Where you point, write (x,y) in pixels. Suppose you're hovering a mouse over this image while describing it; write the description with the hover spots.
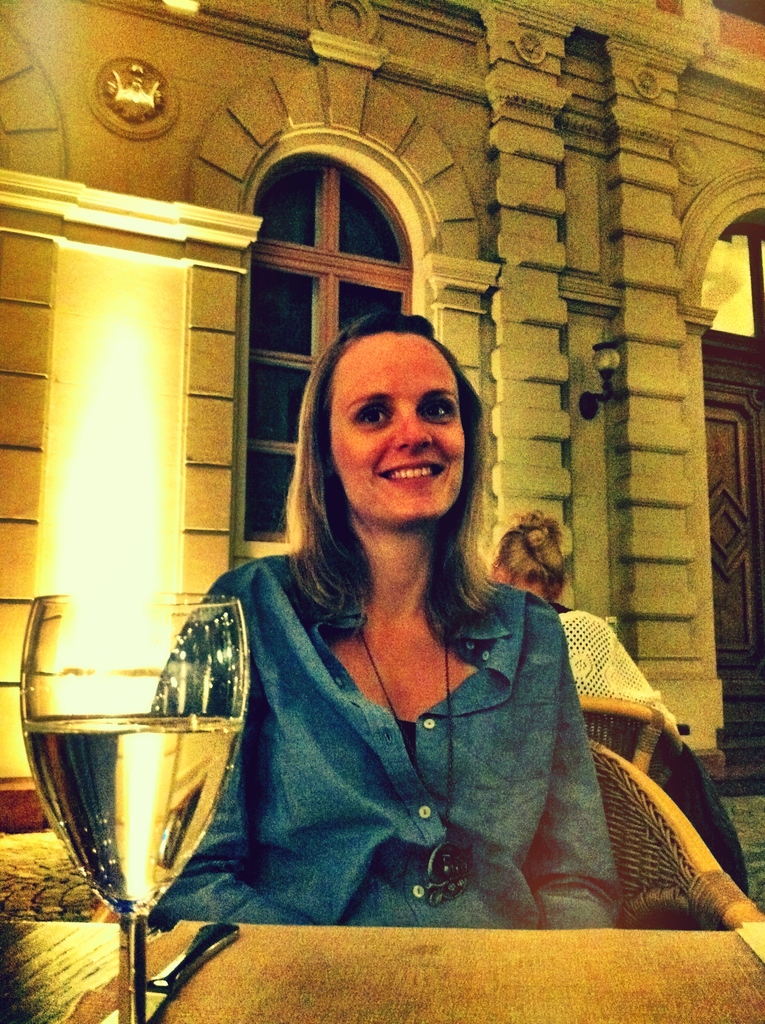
In this picture we can see there are two women (427,761) sitting on chairs (610,796) and in front of the woman (373,840) there is a table (363,1006) and on the table (300,1021) there is a knife (207,947) and a glass (113,851) with some liquid (134,759). Behind the people (394,580) there is a wall (218,358) with a window (284,340).
